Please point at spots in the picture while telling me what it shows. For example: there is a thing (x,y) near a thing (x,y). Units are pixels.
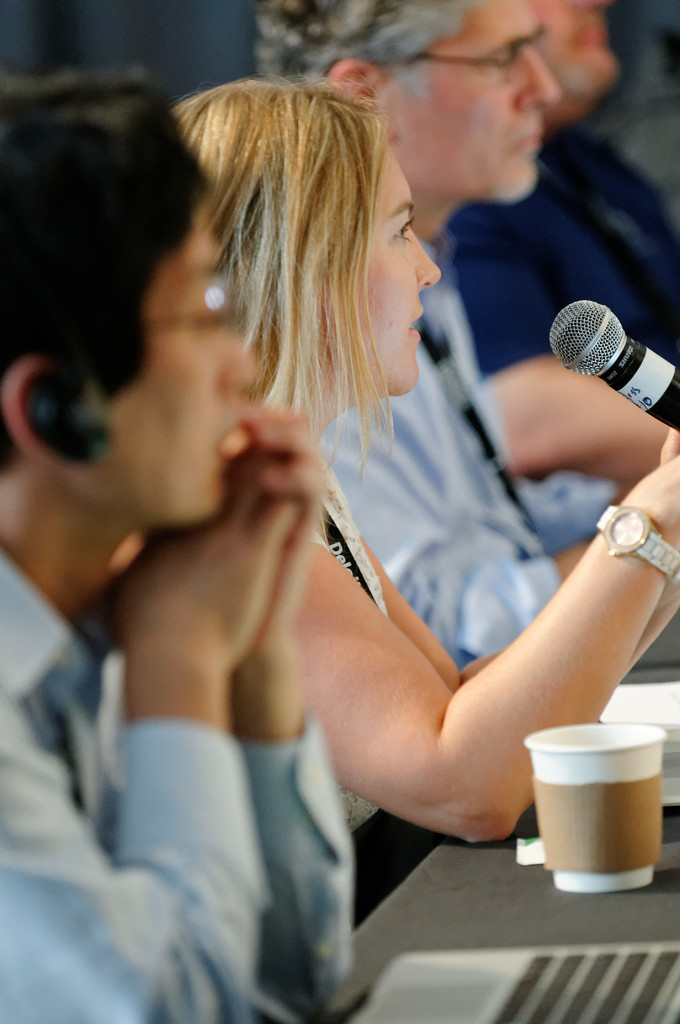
There are four people (434,278) sitting. This looks like a table (552,906) with a glass (613,791) and papers (655,707). I think this woman (415,694) is holding a mike (585,316) in her hands (661,476). This looks like a laptop (523,986).
